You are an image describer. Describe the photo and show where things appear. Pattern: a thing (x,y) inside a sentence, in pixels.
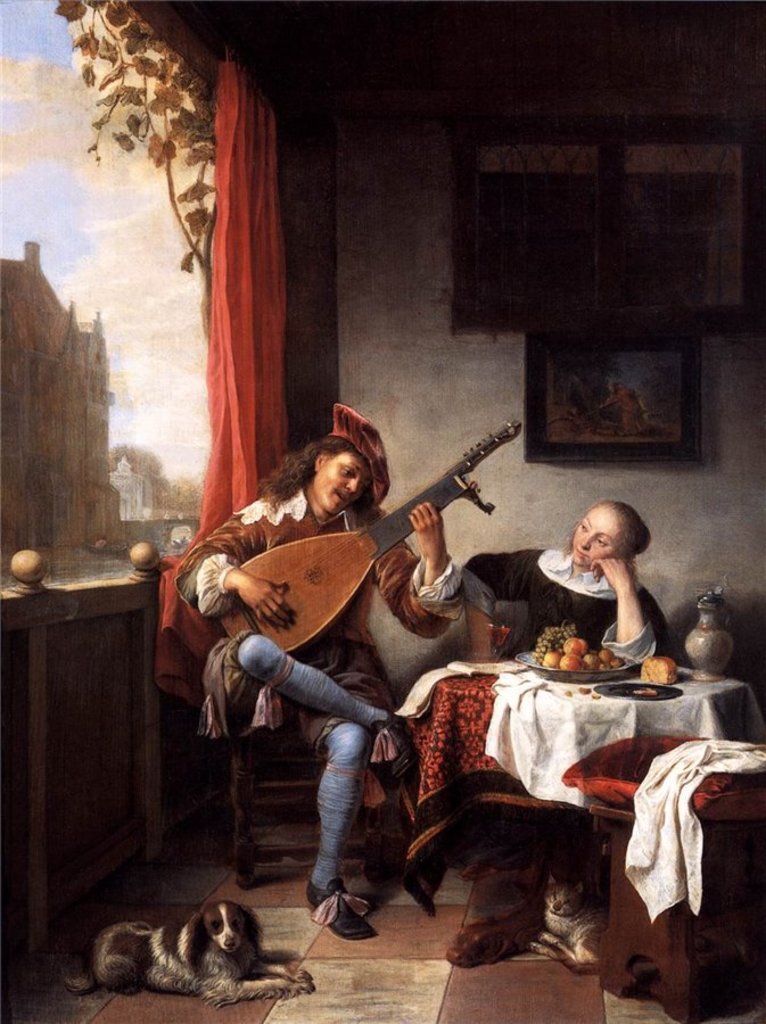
In this image there is a painting (281,495) of a picture (489,655). There are two persons (321,476) sitting on a chair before a table (568,670) having a plate (584,673) of fruits (603,653) and bread (654,672), jar (712,621) are on it. Person (325,462) is holding musical instrument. Behind them there are few picture frames (552,439) attached to the wall (469,339). Beside there is a curtain (273,372). Left side (11,395) there are few buildings (21,499). Bottom of image (561,963) there are two animals (131,973) sitting on the floor (461,972).
